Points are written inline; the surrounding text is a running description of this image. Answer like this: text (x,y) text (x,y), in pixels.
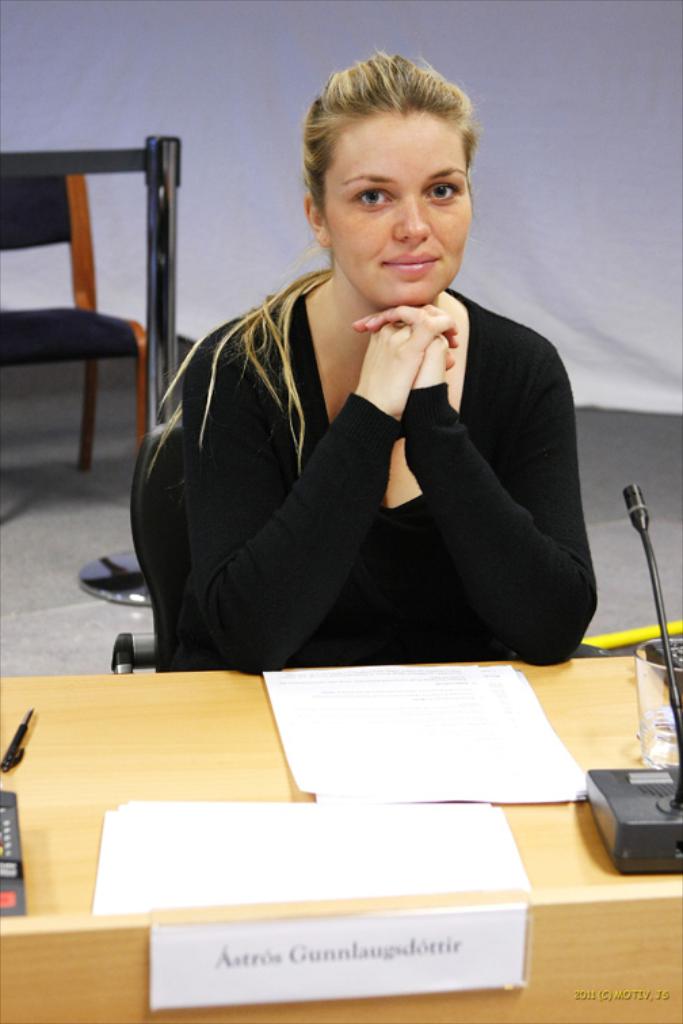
In this image we can see there is a person (221,350) sitting on the chair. There is a microphone (632,788), papers (510,870) and objects (361,914) on the table (25,932). In the background (27,354) we can see a chair (11,333).
